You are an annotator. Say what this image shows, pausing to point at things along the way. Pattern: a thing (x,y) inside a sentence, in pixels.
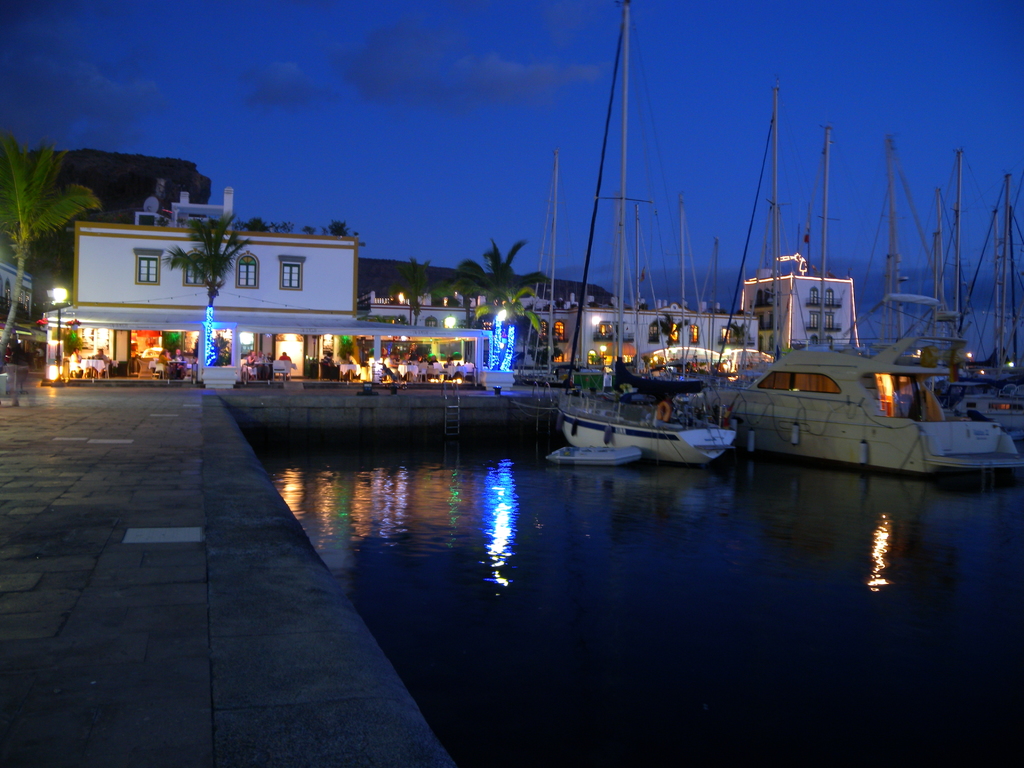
In the picture we can see water (552,609) besides, we can see a path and some show trees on the path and behind with it, we can see some building (595,348) with a pillar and under it we can see some people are sitting near the tables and in the water (713,554) we can see some boats (837,385) which are white in color with some poles (637,216) on it and in the background (431,195) we can see a sky (690,217).
